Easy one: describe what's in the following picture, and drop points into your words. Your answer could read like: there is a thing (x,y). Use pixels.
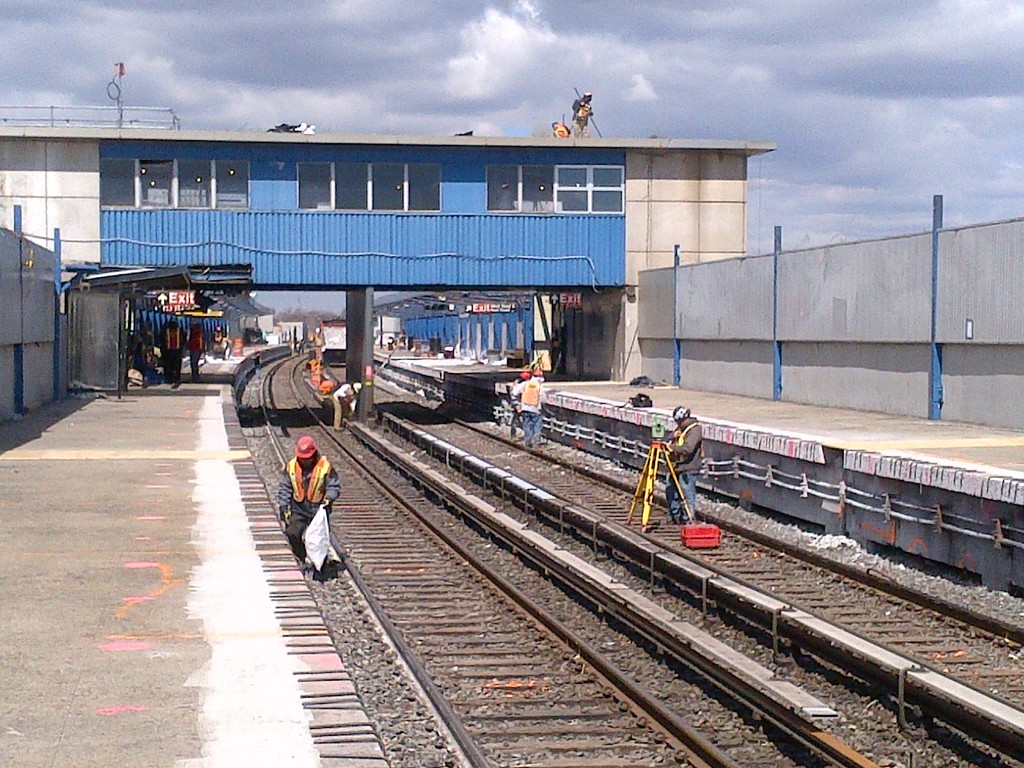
In this picture we can see railway tracks (290,368), platforms (215,369), fence (30,318), name boards (556,303), tripod stand (660,461), box (700,538) and a group of people (199,338) where some are standing and some are walking and in the background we can see the sky (462,63) with clouds (708,47).
